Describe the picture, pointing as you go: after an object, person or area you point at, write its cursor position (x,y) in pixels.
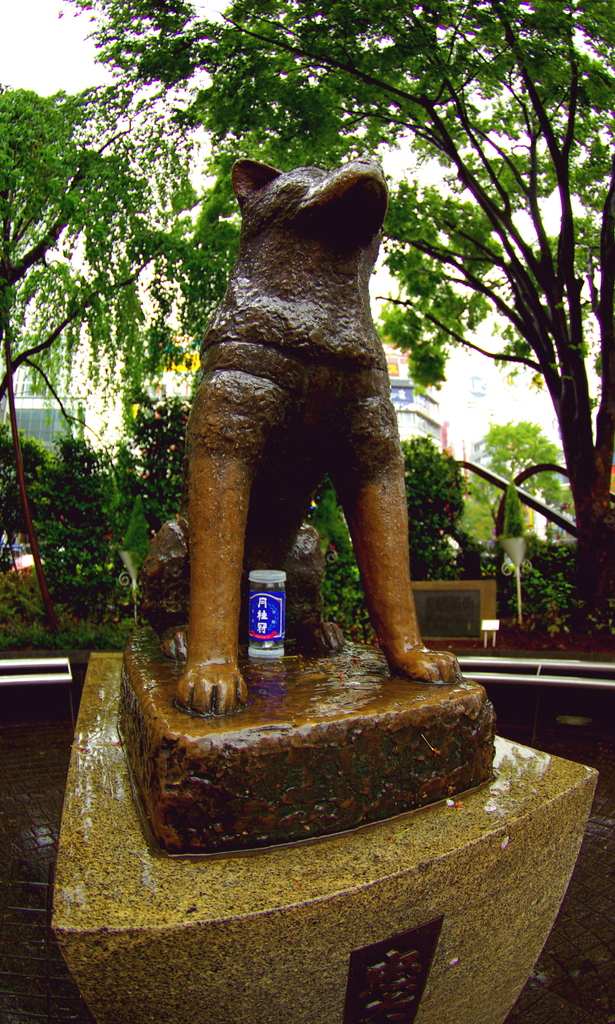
In the center of the image (405,617) we can see a statue (410,659). We can also see a tin (253,652) placed in front of it. On the backside (91,563) we can see some plants (108,568), a group of trees (185,223), a building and the sky (189,216).
